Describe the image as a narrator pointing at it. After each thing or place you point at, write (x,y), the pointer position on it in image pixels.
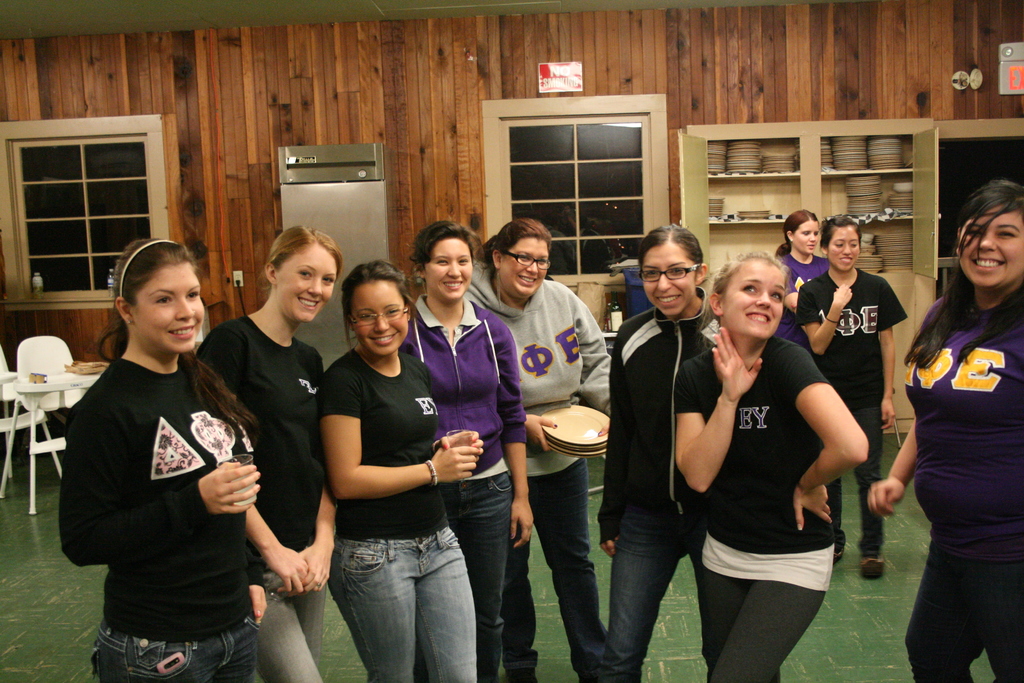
In the middle of the image (511,242) few women (642,513) are standing and holding some glasses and plates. Behind them there are some tables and chairs (46,345). At the top of the image (426,143) there is wall (722,112), on the wall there are some windows (164,222) and cupboards (810,141). In the cupboards (760,243) there are some plates (742,149).
